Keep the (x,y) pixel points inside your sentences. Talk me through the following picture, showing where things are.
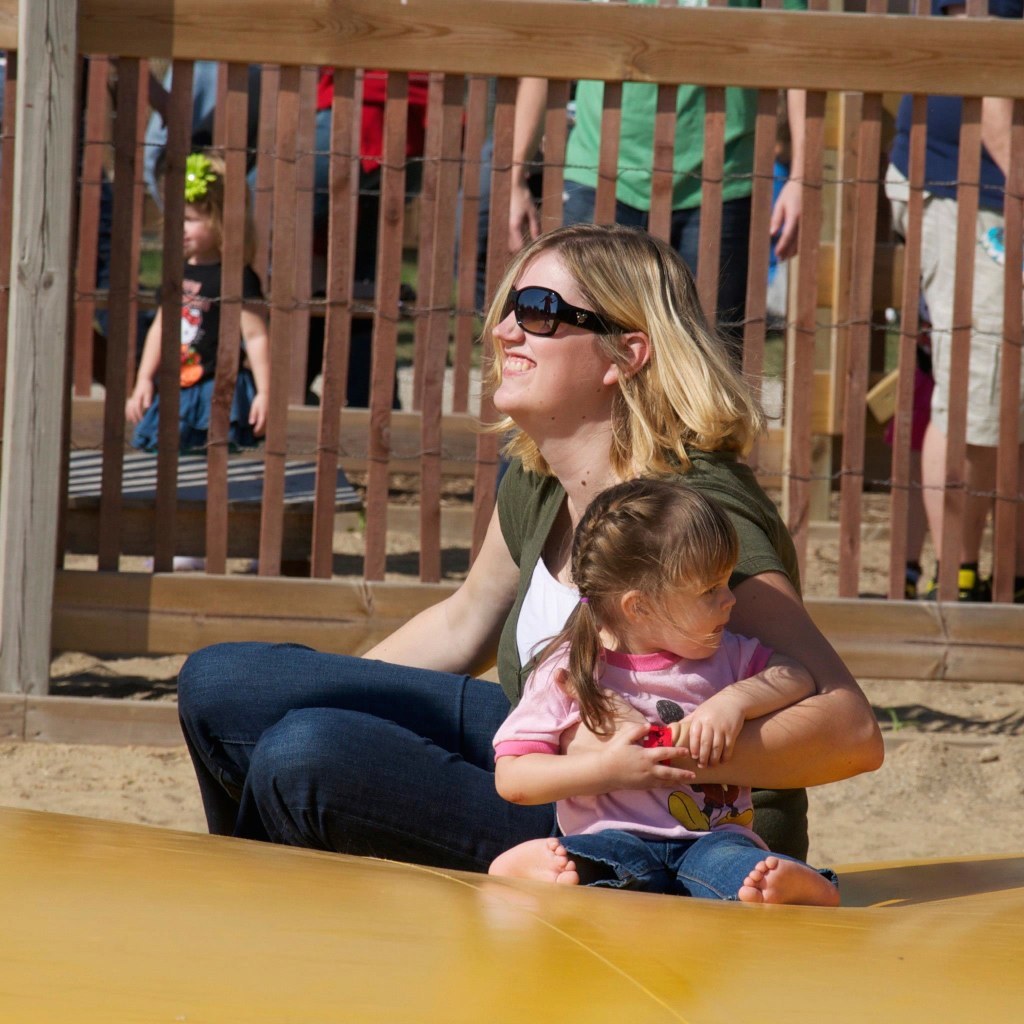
This is a picture of a woman (738,573) wearing sunglasses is sitting on a yellow colored surface (758,912) and holding a baby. In the background (676,187), we can see a few people (978,410) are standing and there is a wooden fence (759,169).
